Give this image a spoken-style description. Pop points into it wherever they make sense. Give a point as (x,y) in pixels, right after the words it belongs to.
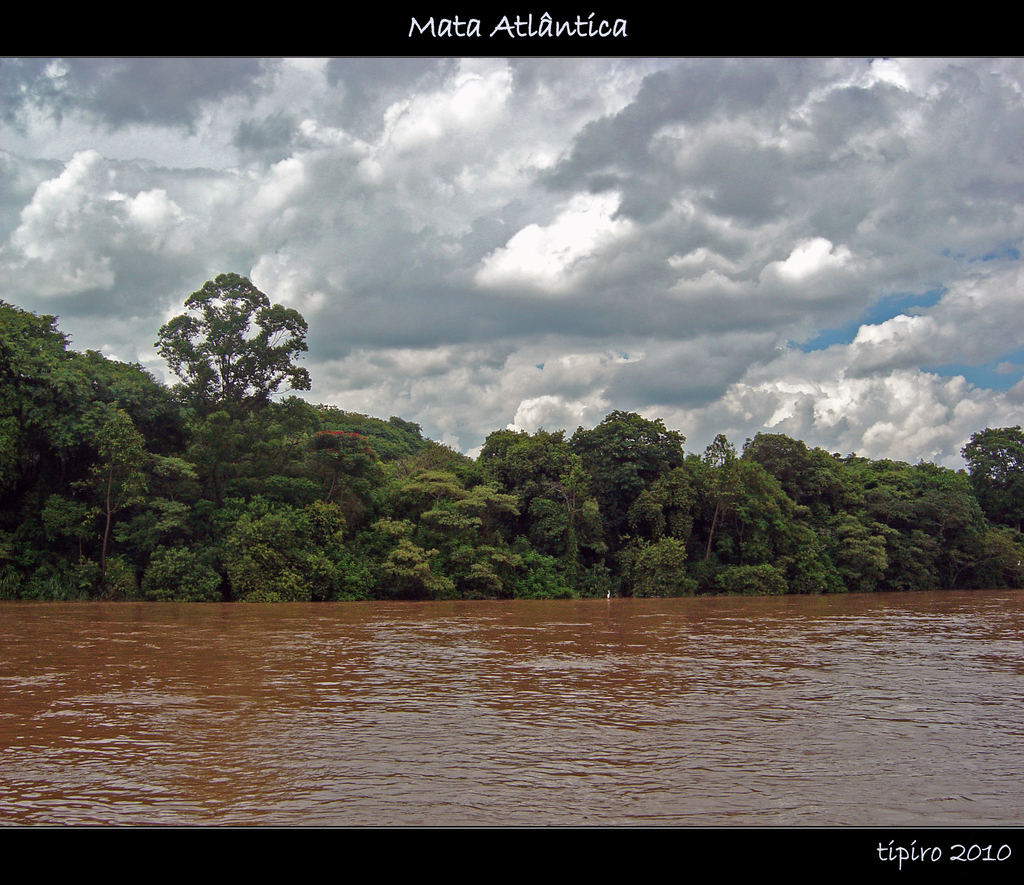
In this picture we can see one lake (451,626), beside there are so many trees (300,463).
